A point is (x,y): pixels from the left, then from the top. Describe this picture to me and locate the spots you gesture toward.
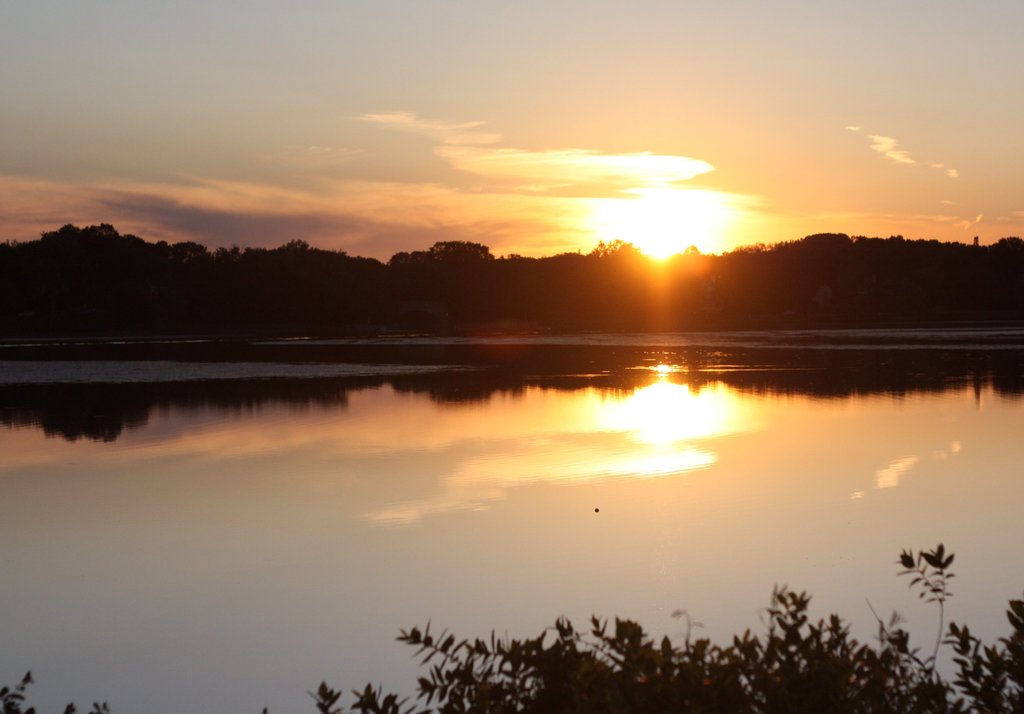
In this image we can see sky (745,155) with clouds (626,158), sun (652,246), trees (907,260), lake (857,397) and plants (446,647).
